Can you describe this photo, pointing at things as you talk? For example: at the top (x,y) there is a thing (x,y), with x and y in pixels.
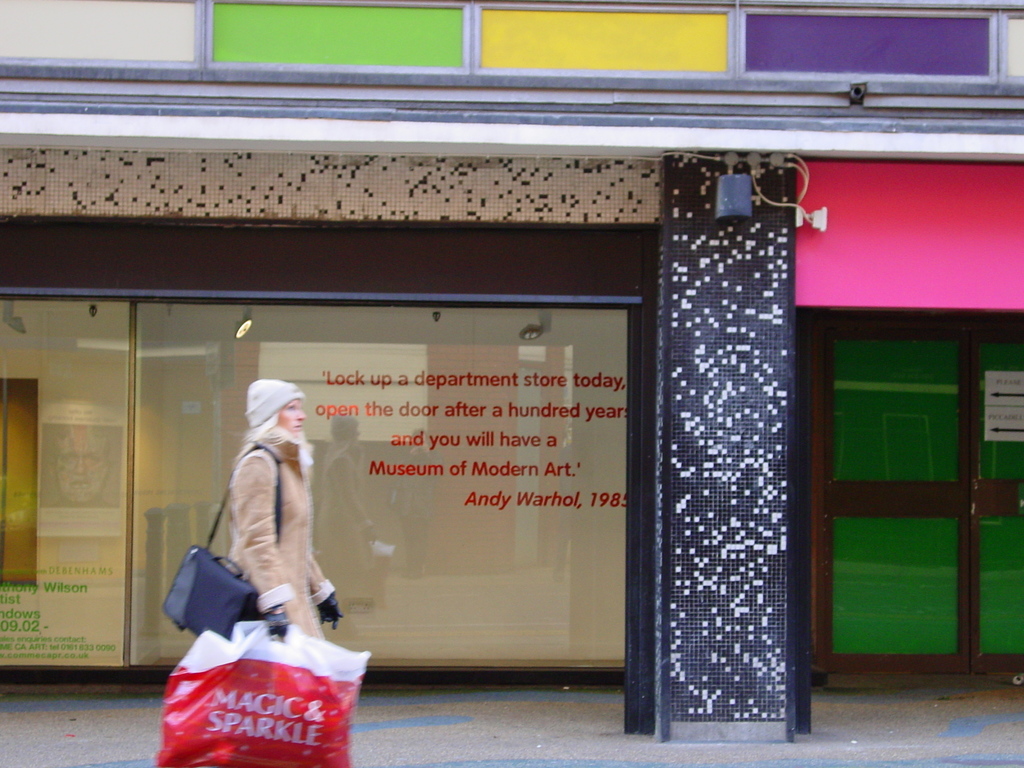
In this image, we can see a lady (265,617) holding an object (295,632). We can also see the ground (533,710). In the background (332,250), we can see a wall (985,215) with doors (888,397) and some posters (491,409) with text (3,631) written on it. We can also see some lights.
